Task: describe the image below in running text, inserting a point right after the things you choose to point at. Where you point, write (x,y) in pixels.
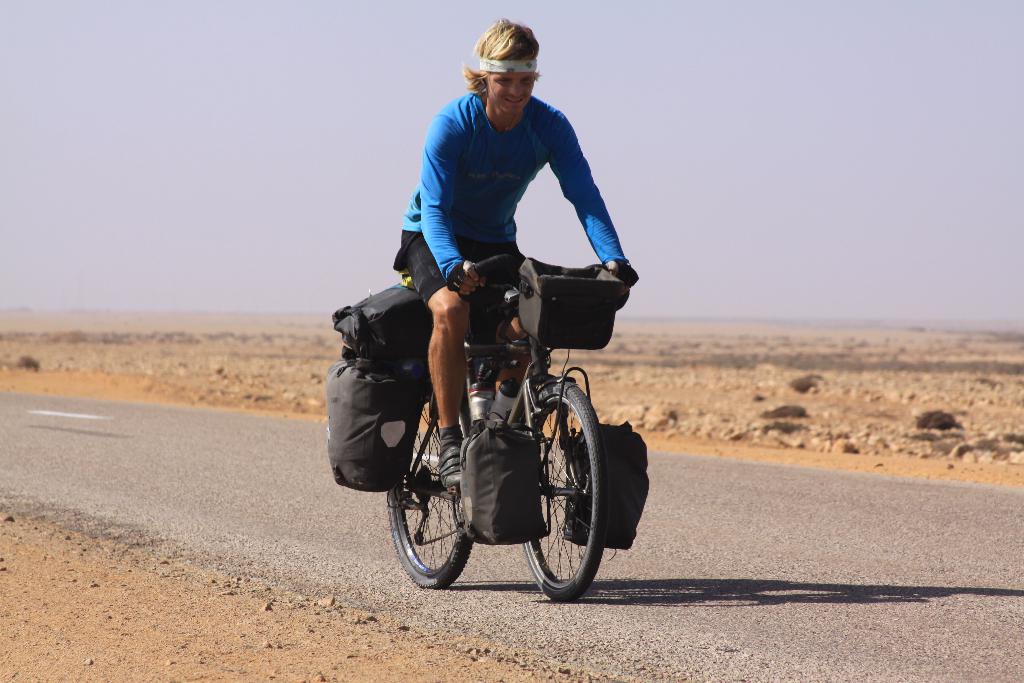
In this picture there is a boy (455,252) who is riding the bicycle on the road (118,441) and he is carrying the black color bags (399,432) on it, it seems to be a desert area (745,322) and it is a day time.
